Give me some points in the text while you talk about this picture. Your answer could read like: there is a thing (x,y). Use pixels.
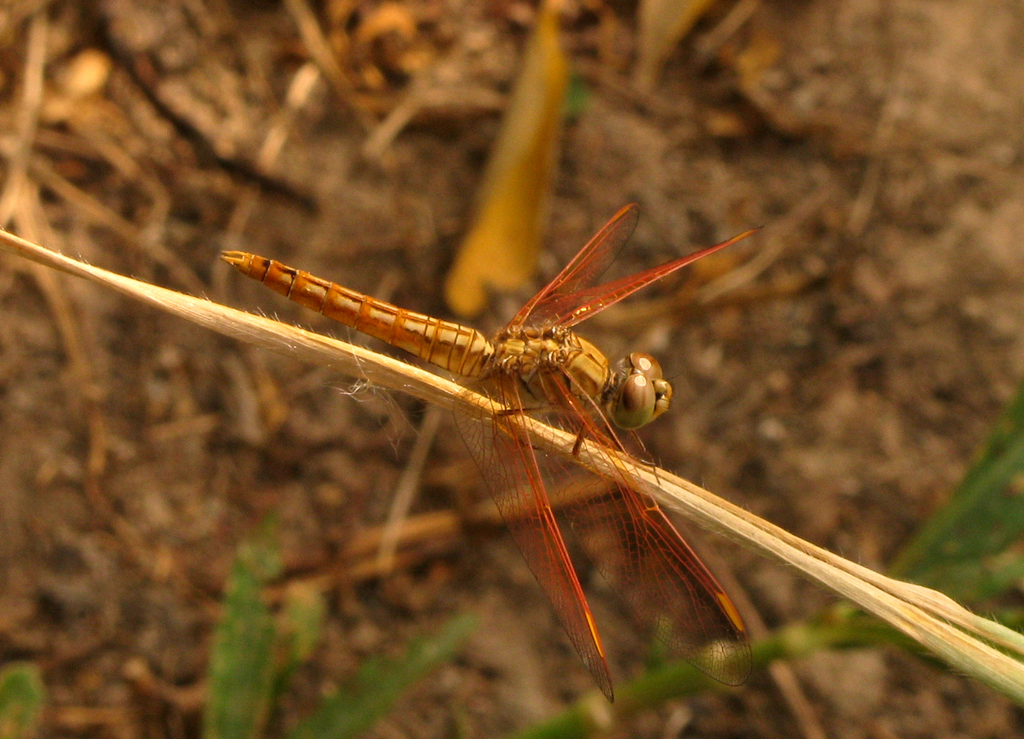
There is an insect (630,369) having wings (496,450) and legs (503,415) standing on a dry leaf (647,477) of a plant (400,381). And the background (957,133) is blurred.
